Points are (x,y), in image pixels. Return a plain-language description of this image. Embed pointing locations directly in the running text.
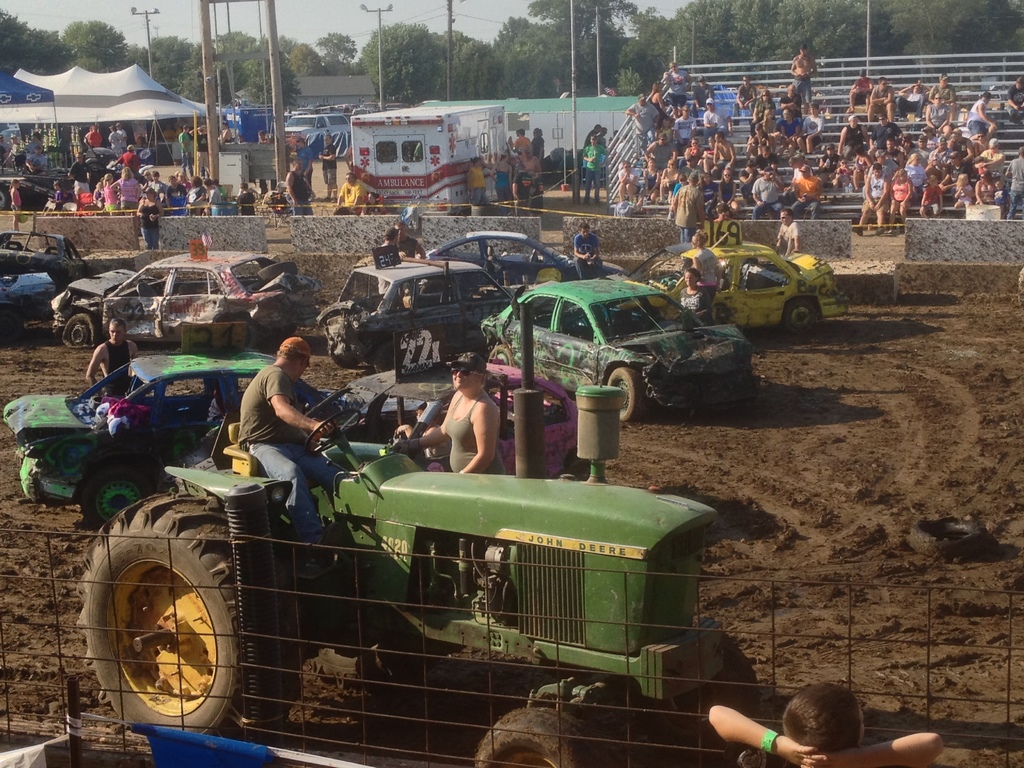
There are vehicles (737,692) and this is a fence (772,680). Here we can see crowd (773,143), poles (270,38), trees (407,73), tents (77,80), and a wall (653,225). In the background (427,21) there is sky (403,21).
